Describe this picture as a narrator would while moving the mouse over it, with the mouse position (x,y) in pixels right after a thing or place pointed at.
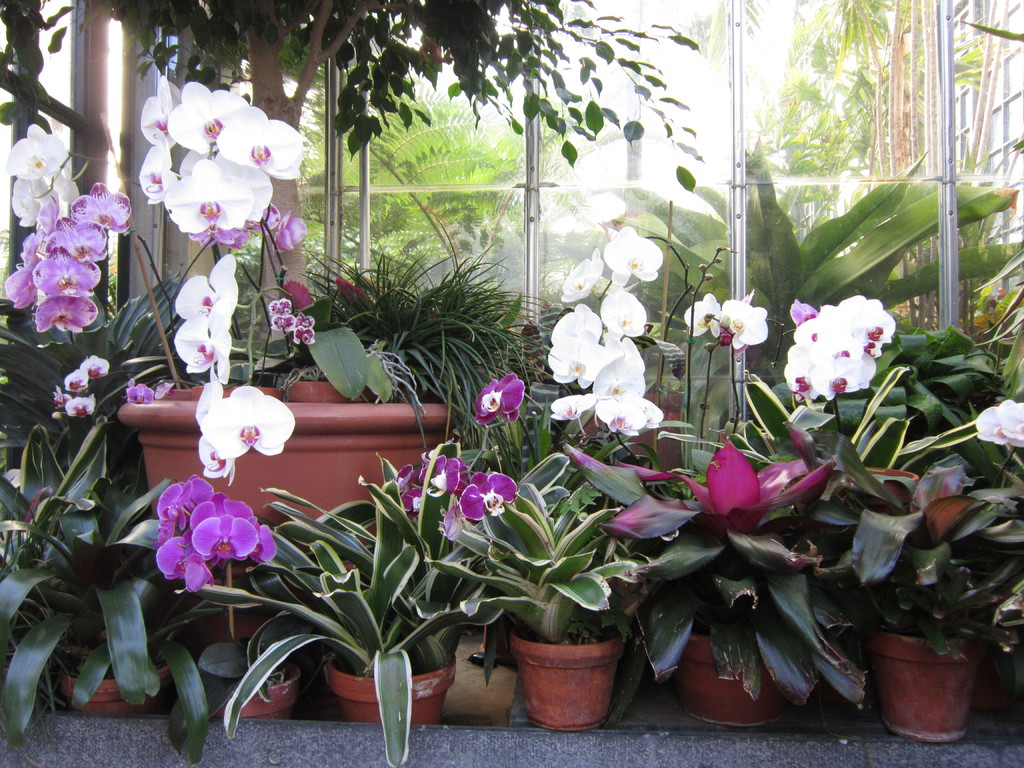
In the foreground of the picture (409,431) there are plants (945,539), flower pots (269,491) and flowers (806,376). In the center (523,261) there is a glass door (523,261).
